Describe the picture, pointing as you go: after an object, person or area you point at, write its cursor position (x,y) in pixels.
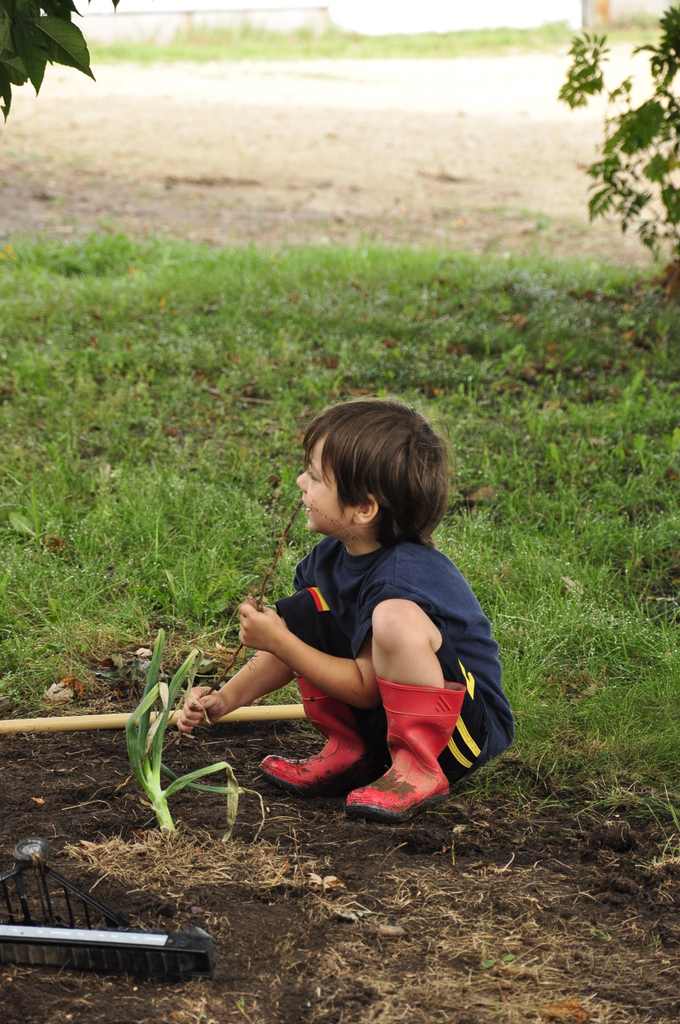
Here I can see a boy (377,599) wearing blue color t-shirt (471,654), short (479,711), shoes (362,774) and sitting on the ground (507,836). He is smiling by looking at the left side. At the back of this boy (427,701) I can see the grass (246,397) in green color. In front of this boy (361,683) I can see a plant (158,741) and a stick (45,722). On the top of the image (53,31) I can see the leaves (53,31) of the plants (36,27).
